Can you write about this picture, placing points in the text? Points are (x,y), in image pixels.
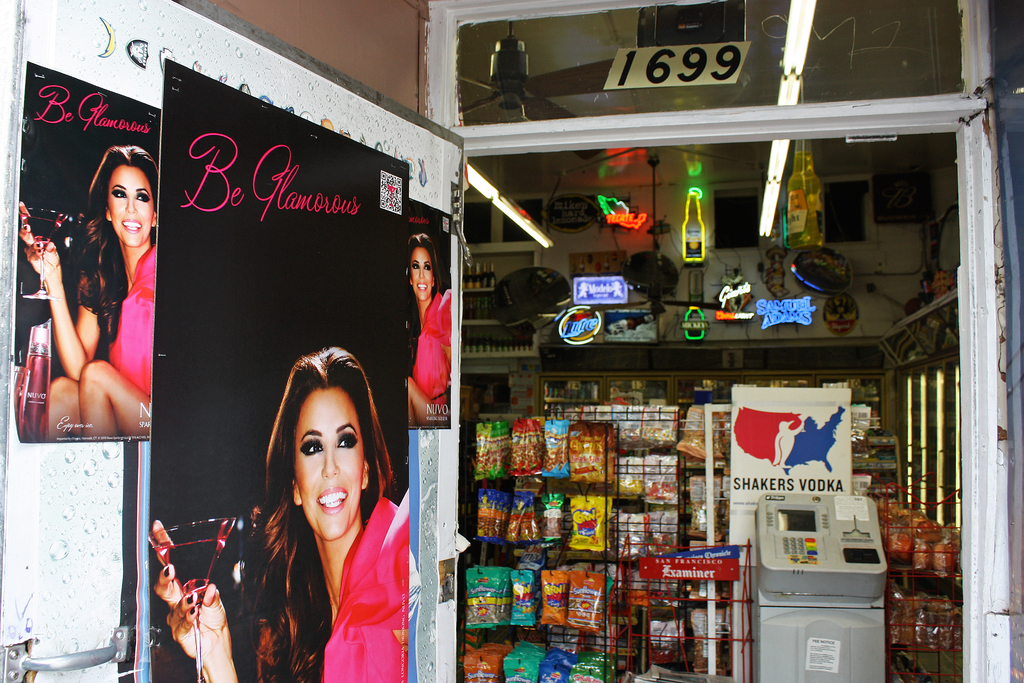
This image is taken outdoors. On the left side of the image (205,227) there is a door (109,552) with a few posters (251,382) of a woman (282,543) on it. In the middle of the image (619,406) there are many things (521,445) in the store (603,302). On the right side of the image (802,659) there is an ATM machine (797,576) and there is a board (820,445) with text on it. At the top of the image (636,63) there is a board (633,66) with numbers (654,77) on it.
